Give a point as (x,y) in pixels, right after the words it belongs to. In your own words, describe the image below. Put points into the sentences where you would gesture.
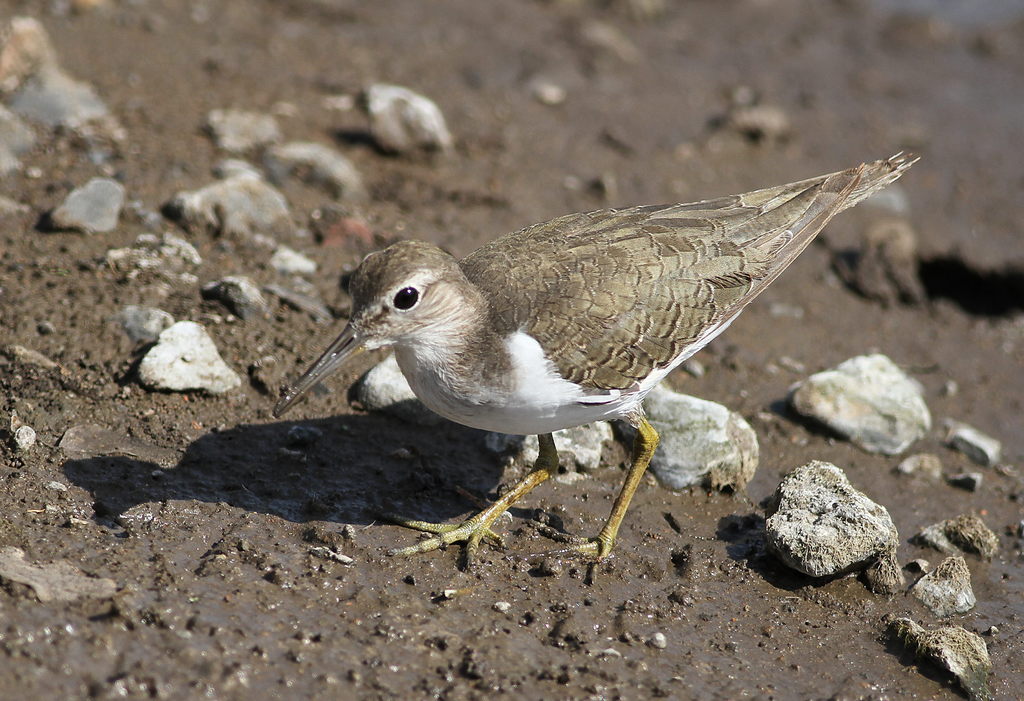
In this picture we can see a bird (711,218) and stones (970,514) on the ground (288,422) in the background (539,155) it is blurry.
